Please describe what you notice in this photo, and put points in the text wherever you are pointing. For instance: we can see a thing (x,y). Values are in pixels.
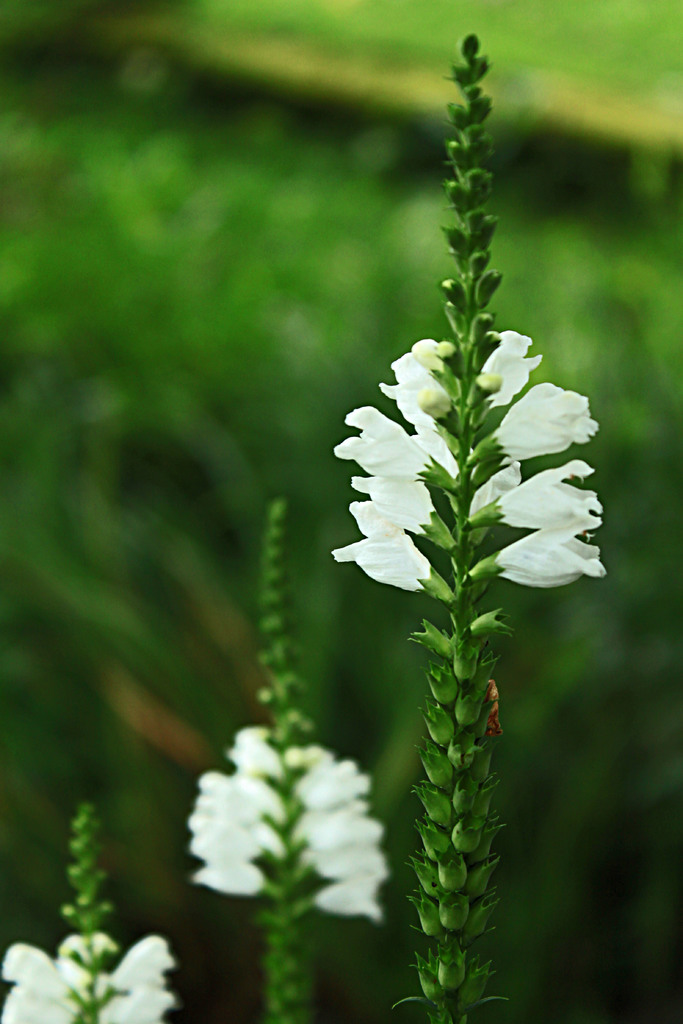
In the picture we can see three plants (430,990) with white color flowers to it and behind it, we can see, full of plants (214,662) which are not clearly visible.
